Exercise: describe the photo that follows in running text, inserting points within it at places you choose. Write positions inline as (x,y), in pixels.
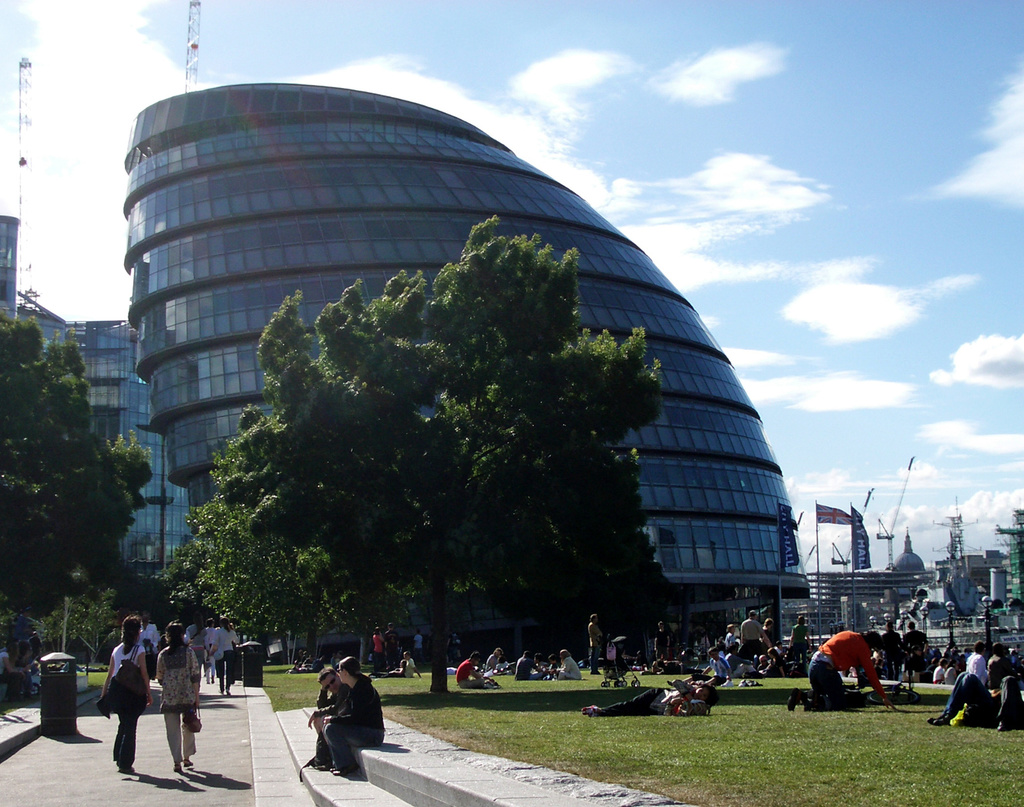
In this picture we can see group of people (298,672), few are sitting, few are standing and few are walking, in the background (180,548) we can see few trees (233,453), dustbins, buildings (147,396) and clouds (632,184), on the right side of the image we can see cranes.
